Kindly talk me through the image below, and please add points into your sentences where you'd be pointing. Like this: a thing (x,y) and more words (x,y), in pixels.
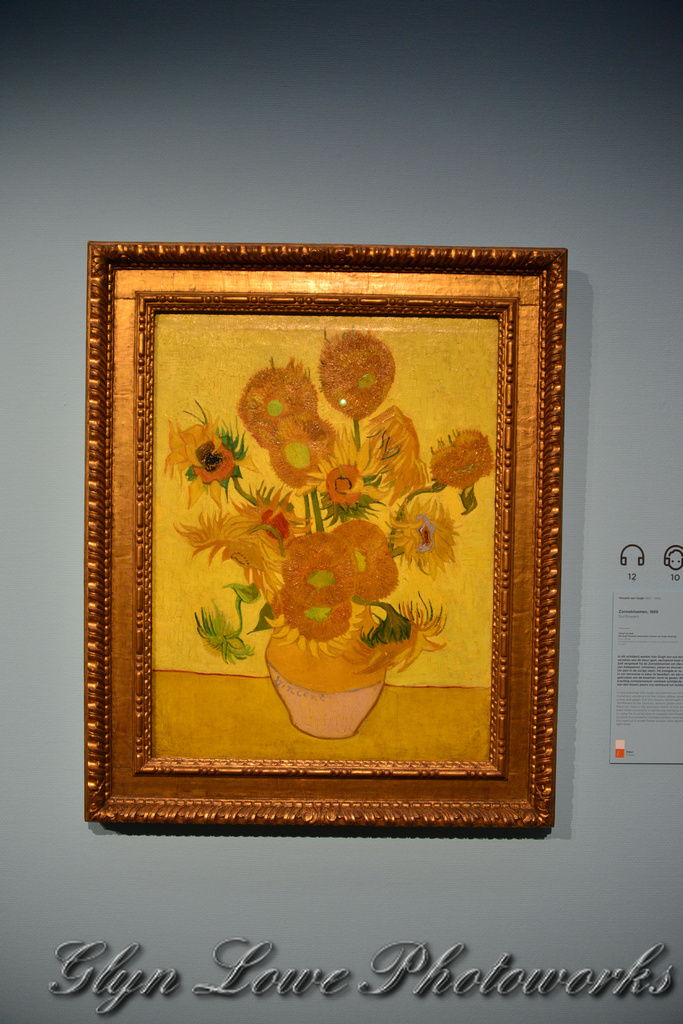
In this picture we can see a photo frame (252,487), poster (614,697) on the wall (594,707), at the bottom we can see some text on it.
